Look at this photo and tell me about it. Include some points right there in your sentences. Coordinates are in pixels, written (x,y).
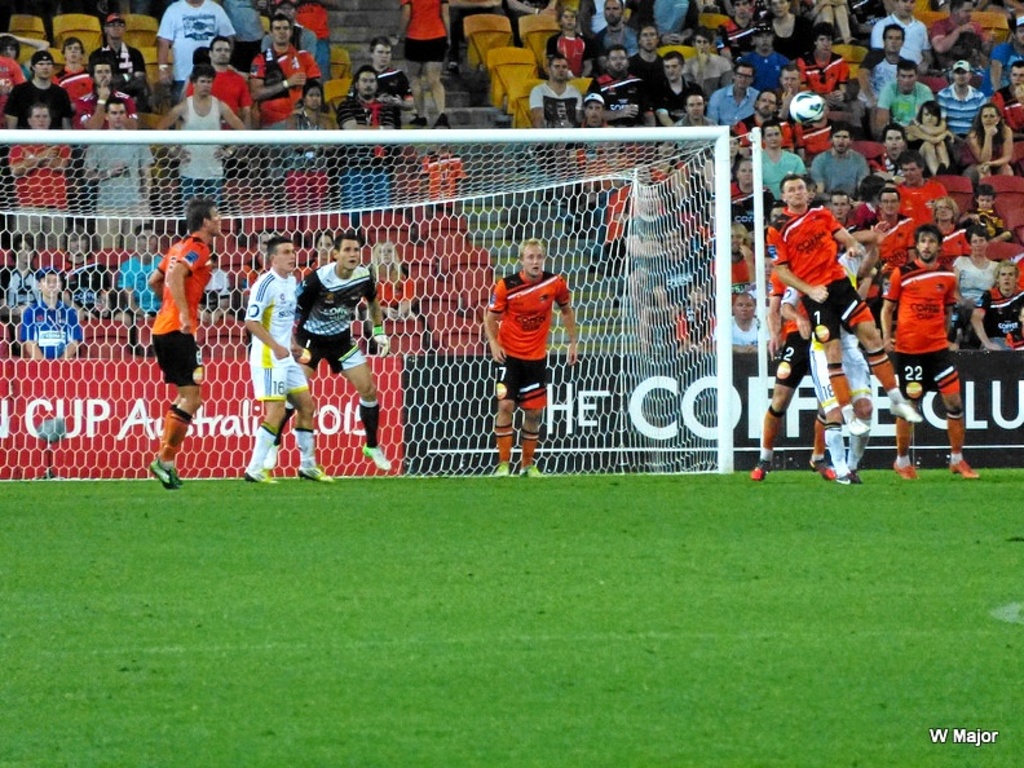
In the background (979,97) we can see the chairs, stairs (399,31) and the people (964,45). In this picture we can see the poles (241,134), net (554,145), hoardings (1013,432) and the players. We can see a ball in the air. At the bottom portion of the picture (705,623) we can see the ground (299,580) and watermark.
